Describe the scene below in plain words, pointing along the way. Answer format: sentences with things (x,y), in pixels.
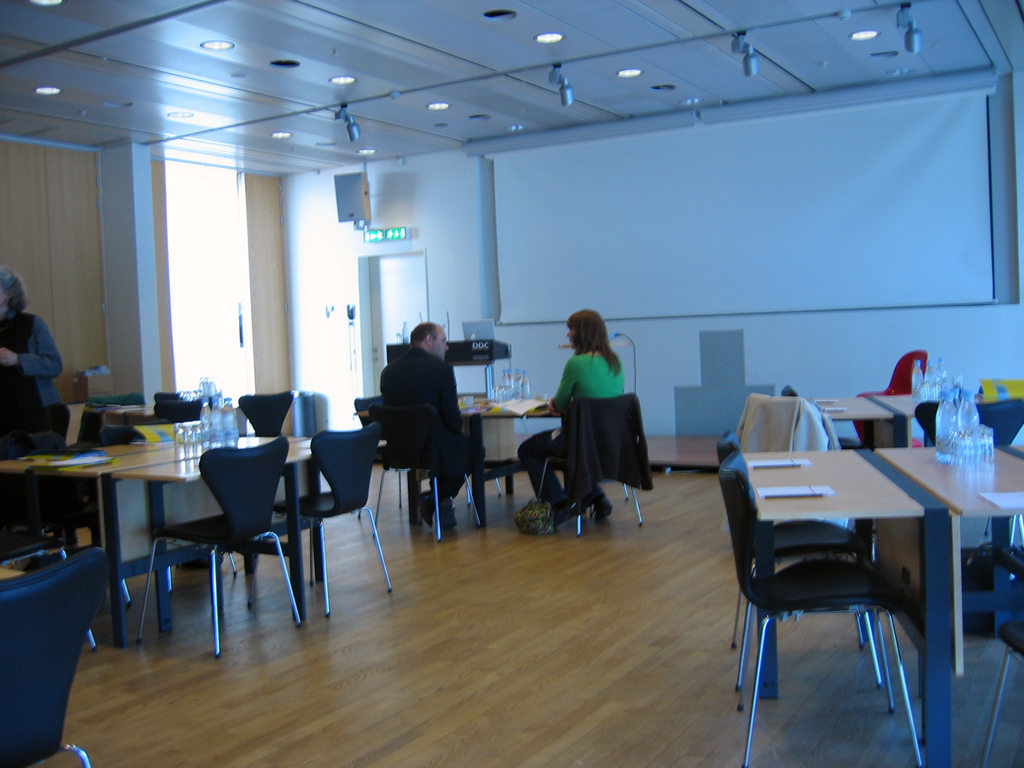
In the picture we can find one man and woman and a person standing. Man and woman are sitting on chairs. In the background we can find a white screen (719,119), door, ceiling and lights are fixed to it and some tables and chairs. Floor (589,572) is made up of wooden.
